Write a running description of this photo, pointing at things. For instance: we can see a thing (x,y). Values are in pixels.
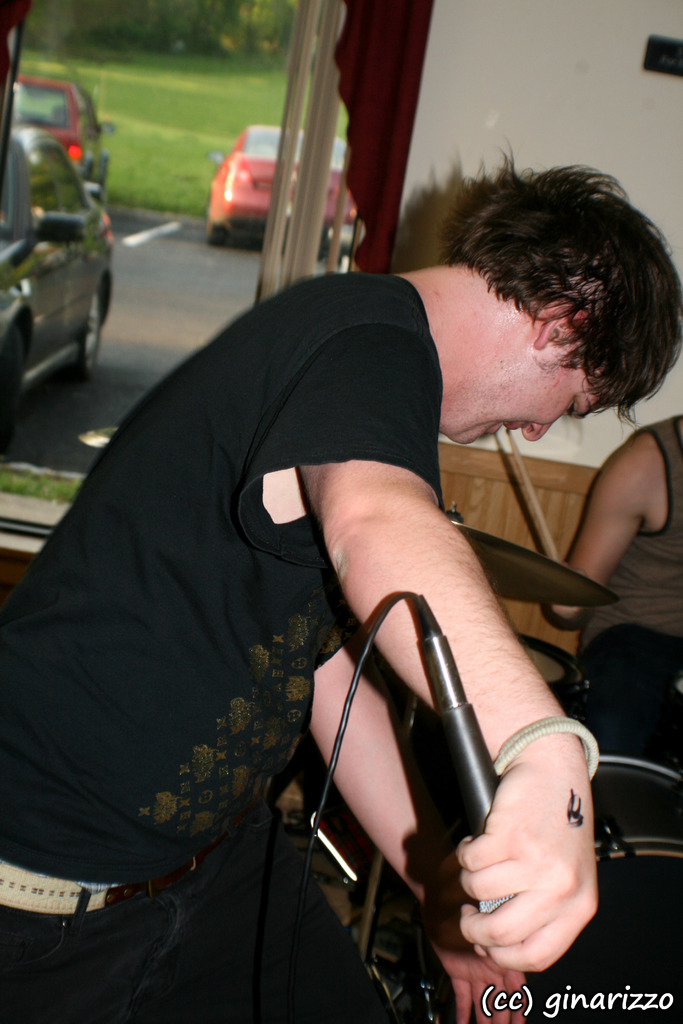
This person (456,535) standing and holding microphone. On the background (541,65) we can see wall (490,62), cars (12,361) on the road (155,272), grass (182,98). This person (578,612) sitting and holding stick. This is musical instrument (669,823).
